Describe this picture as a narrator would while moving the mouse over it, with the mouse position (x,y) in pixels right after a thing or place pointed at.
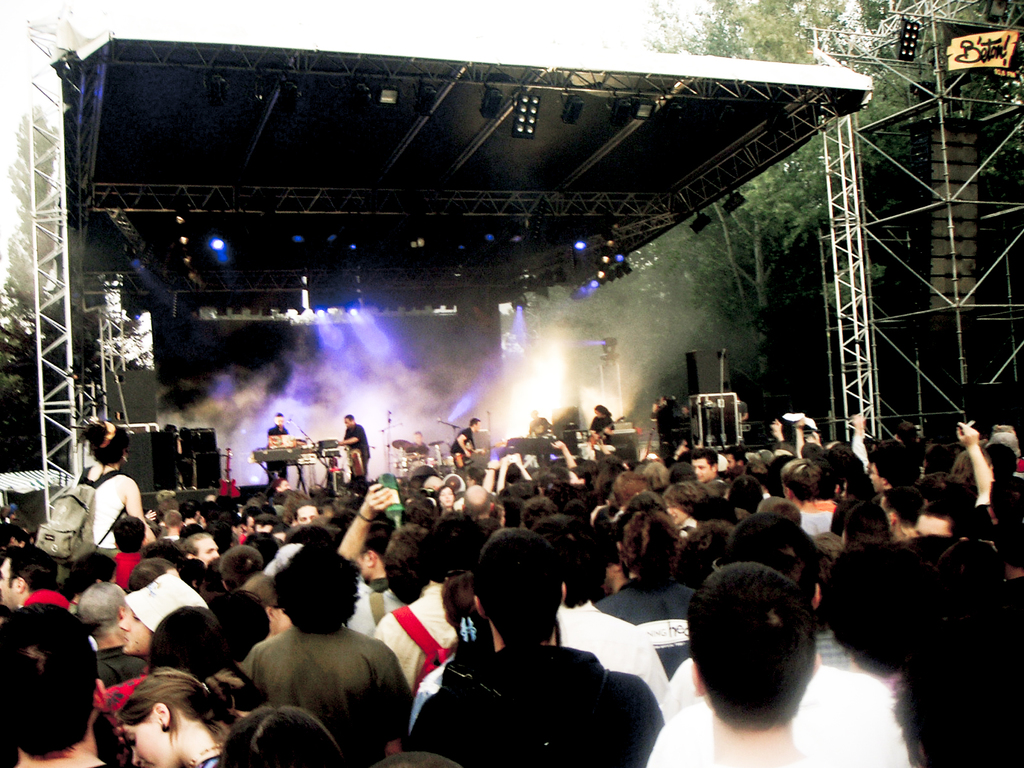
In this image I can see number of persons (451,650) in front of the stage (386,467). On the stage (326,483) I can see few persons (470,448) standing, few musical instruments (435,464), few speakers (145,442), few lights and few metal rods (44,277). In the background (747,305) I can see few trees (776,323) and the sky (625,28).
